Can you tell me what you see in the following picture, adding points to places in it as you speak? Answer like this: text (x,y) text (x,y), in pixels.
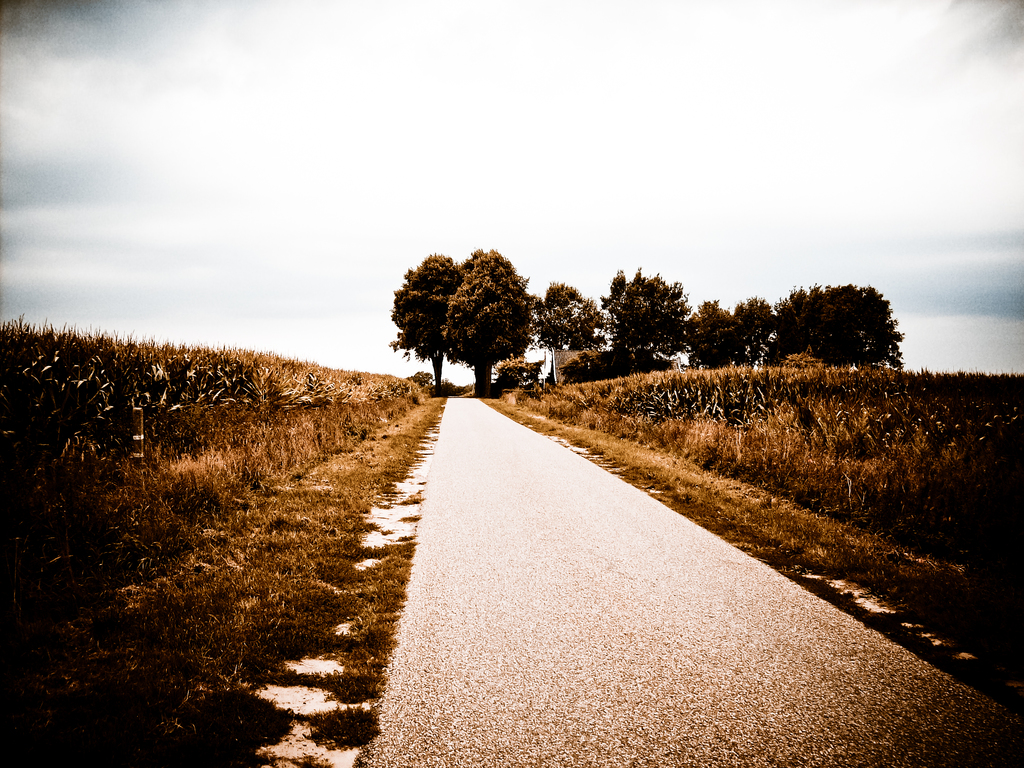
In this image I can see few trees (530,315), dry plants (403,478) and the road (498,466). The sky (672,149) is in blue and white color.
